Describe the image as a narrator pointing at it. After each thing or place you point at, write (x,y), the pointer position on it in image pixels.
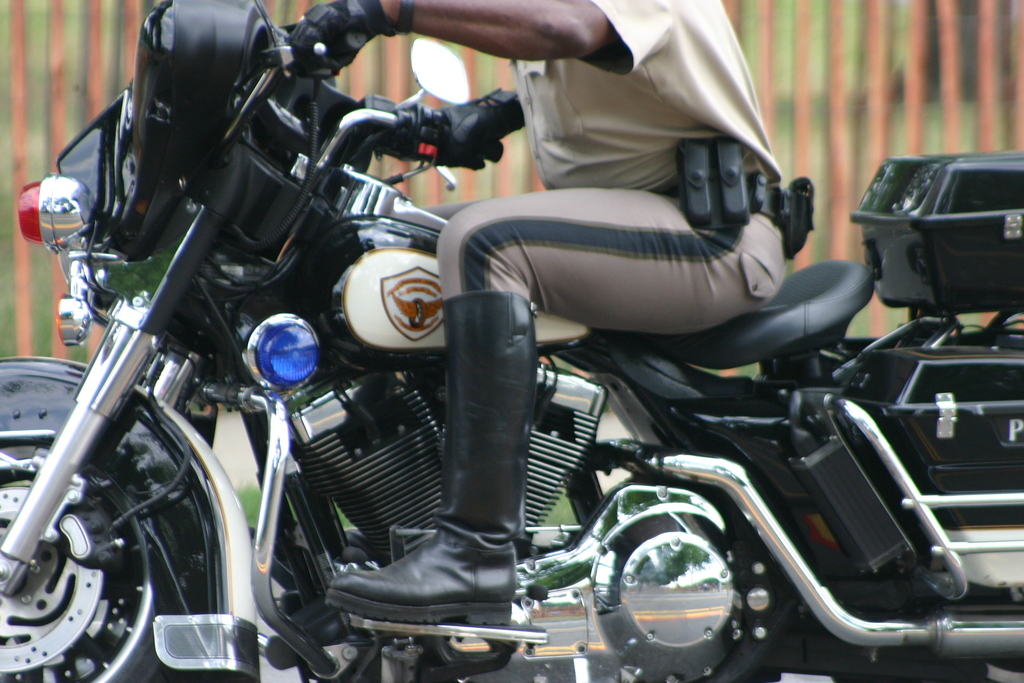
In this picture we can see a person (543,202) wore gloves (364,15), shoes (448,403) and sitting on a motor bike (950,486), luggage box (958,383), grass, wooden sticks (880,70) and in the background (939,63) it is blurry.
